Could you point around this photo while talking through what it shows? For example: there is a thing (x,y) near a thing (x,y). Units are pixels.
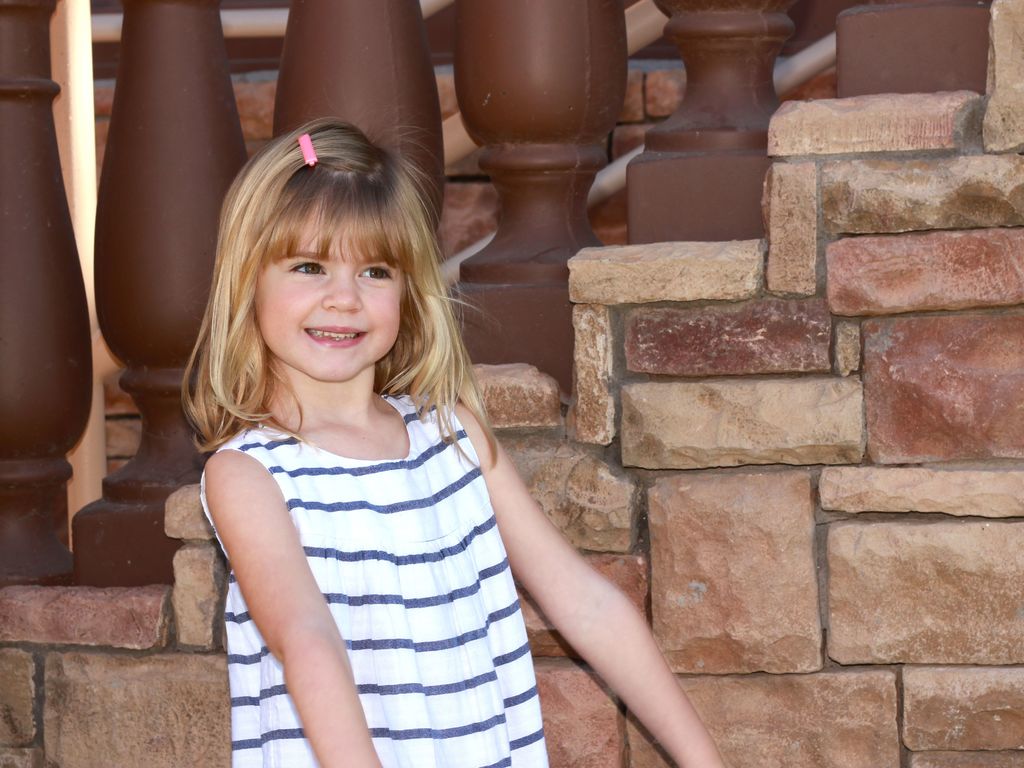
In this image in the front (373,425) there is a girl (375,459) standing and smiling. In the background (78,246) there is a wall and there are railings (207,158).
